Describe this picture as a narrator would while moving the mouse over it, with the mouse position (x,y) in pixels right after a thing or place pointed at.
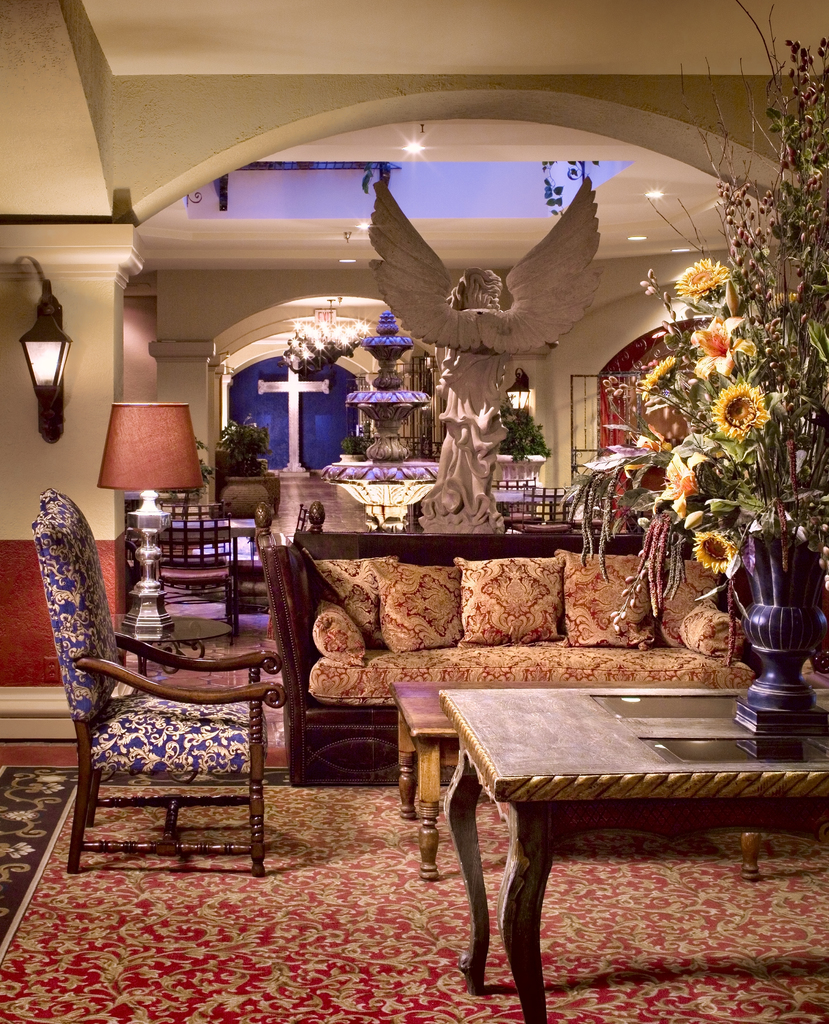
There is a sofa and table (575,773) on the right side of the room (681,704). There is a chair (49,494) on the left side of the room (3,705). We can see in the background (93,375) lamp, wall (18,565), statue (544,281), lights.
